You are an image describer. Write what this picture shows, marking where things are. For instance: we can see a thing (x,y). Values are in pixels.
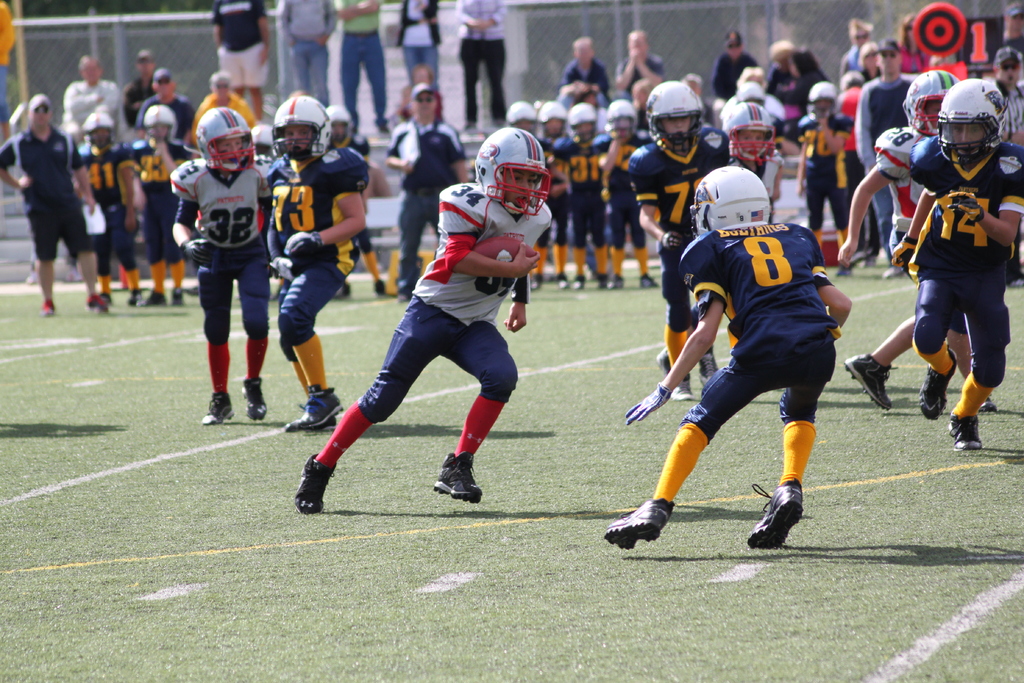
In this image we can see these people (147,121) wearing helmets (147,121) and shoes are on the ground (566,500). The background of the image (50,85) is slightly blurred, where we can see stairs (29,250), fence (70,59), board (954,47) and a few people (437,37) standing here.
